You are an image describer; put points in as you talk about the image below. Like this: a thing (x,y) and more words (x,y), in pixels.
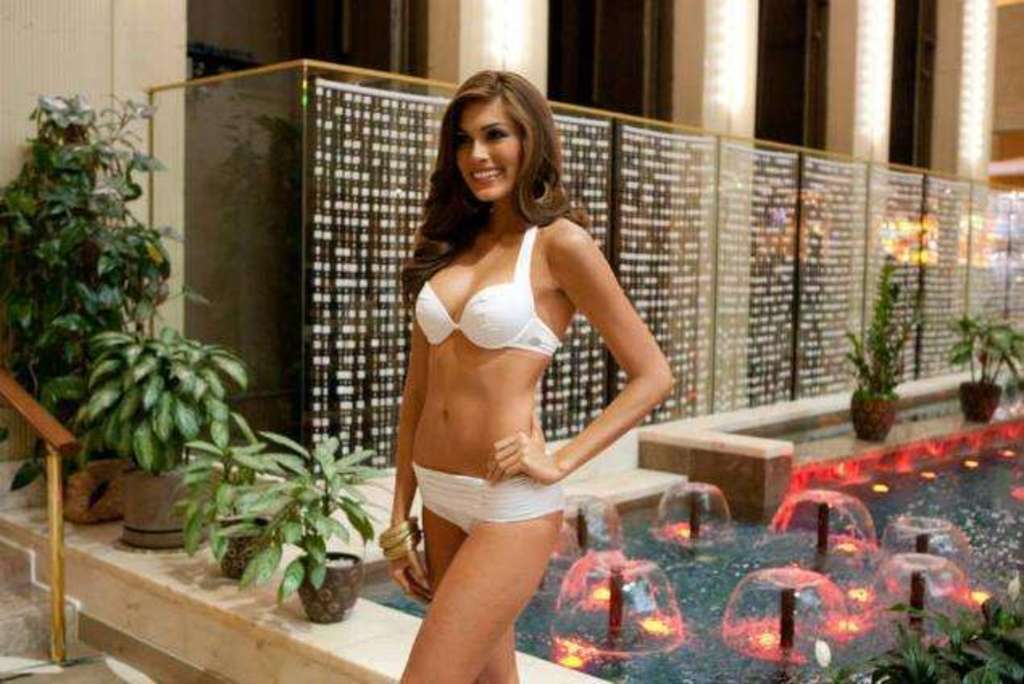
In this picture there is a woman (423,436) who is wearing a white bikini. She is standing near to the water (734,649). At the bottom (916,594) i can see many small fountain (965,539). On the right (822,303) i can see the glass partition (716,243) near to the wall (1016,74). In the top (809,86) there are four windows (411,17). On the left (321,574) i can see the plants (216,446) and pots (157,500) near to the wooden railing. In the bottom left corner (98,657) there are stairs (3,622).
